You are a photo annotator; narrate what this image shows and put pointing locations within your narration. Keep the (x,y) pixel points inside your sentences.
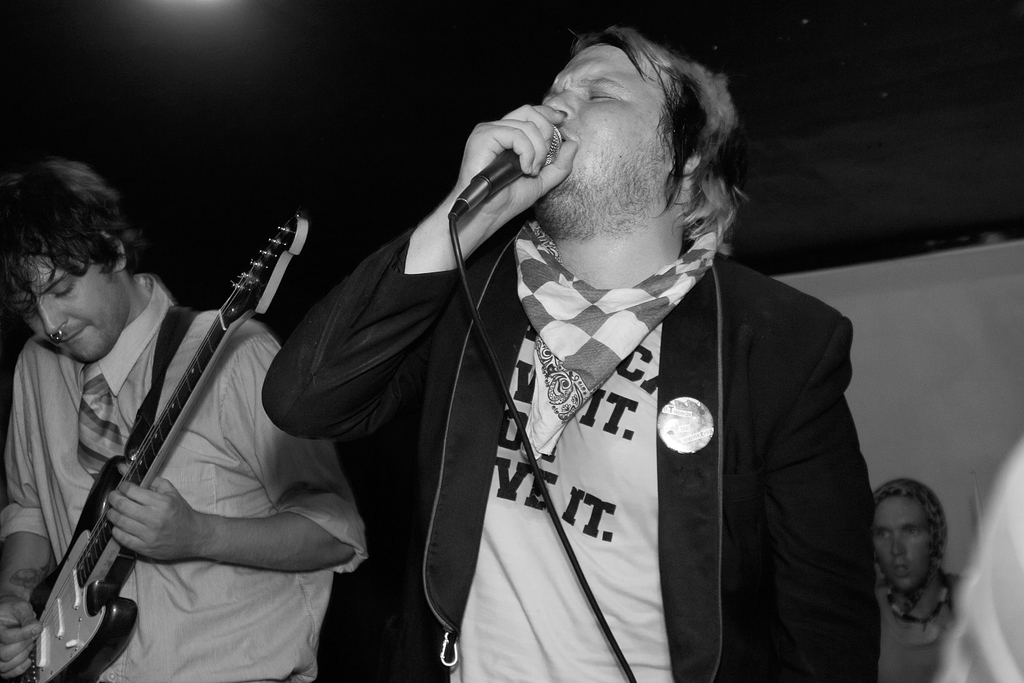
In the picture there is a band (106,198) performing. In the foreground (568,142) there is a person (671,345) singing, holding a microphone (558,132), he is wearing a black jacket (468,406). On the left (140,394) there is a person (181,366) playing guitar (38,649). On the right (977,565) there are few people (977,565). background (962,291) is dark.
